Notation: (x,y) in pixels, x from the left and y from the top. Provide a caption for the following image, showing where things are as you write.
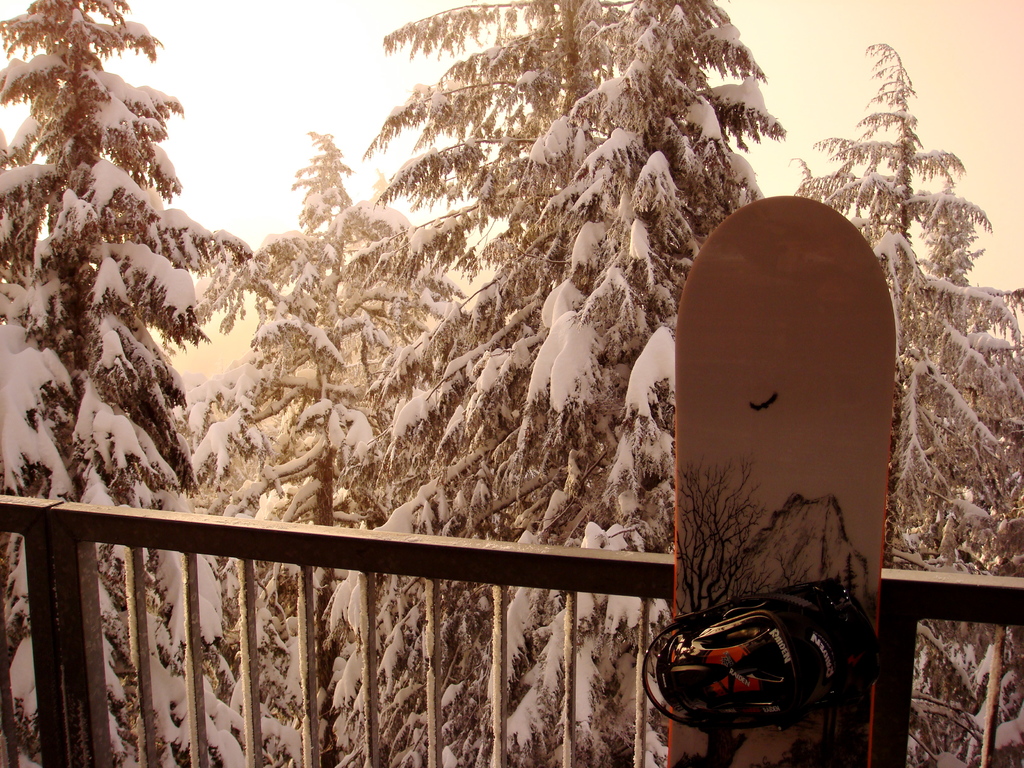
At the bottom of the image (804,603) we can see a skating board (720,585) and fencing (50,571). Behind the fencing (251,603) trees (482,297) are there which are covered with snow (424,302) and sky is present.
